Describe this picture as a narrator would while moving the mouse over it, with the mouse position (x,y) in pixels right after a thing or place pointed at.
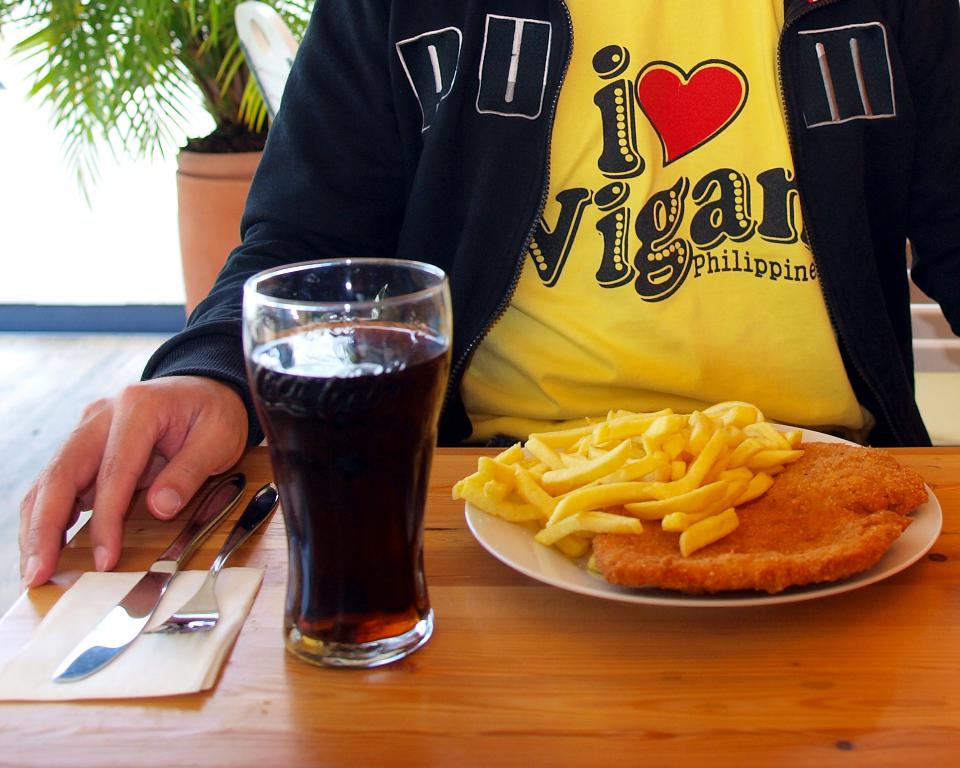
In this image I can see the person (412,173) sitting in-front of the table (434,635). On the table (434,635) I can see the glass (312,418) with drink (286,395), plate (604,527) with food (637,515), knife (112,632), fork (177,632) and the tissue paper (63,645). I can see the person (350,240) is wearing the yellow and navy blue color dress (417,110). To the left (255,133) I can see the flower pot (233,193).
